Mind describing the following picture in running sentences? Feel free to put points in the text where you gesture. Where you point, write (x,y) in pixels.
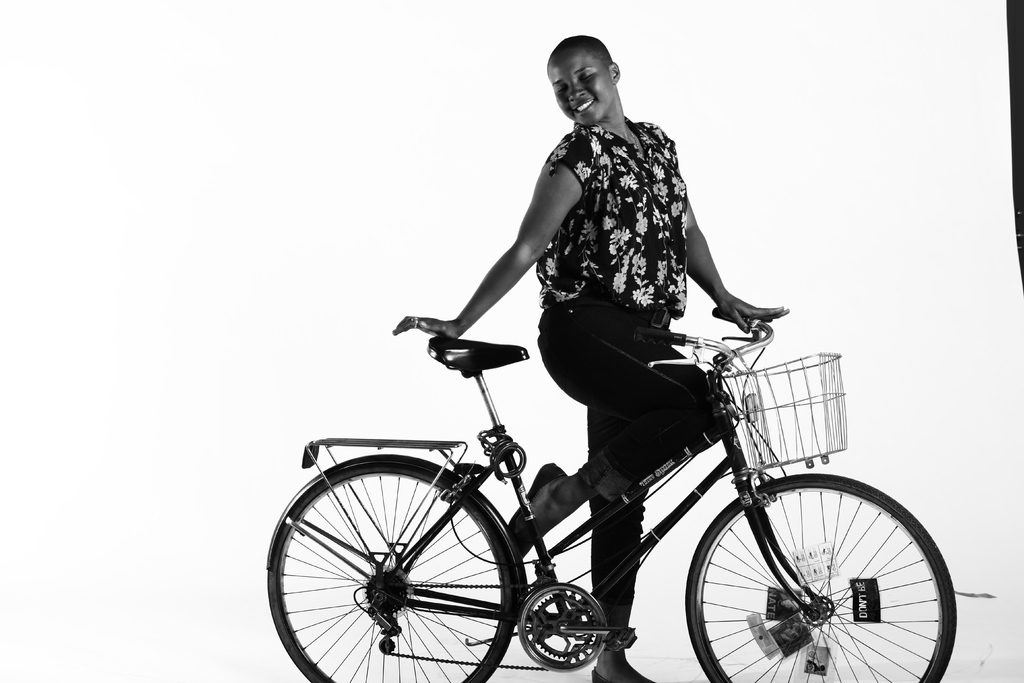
In the image we can see there is a person (597,254) who is standing and holding bicycle (514,593) and the image is in black and white colour.
